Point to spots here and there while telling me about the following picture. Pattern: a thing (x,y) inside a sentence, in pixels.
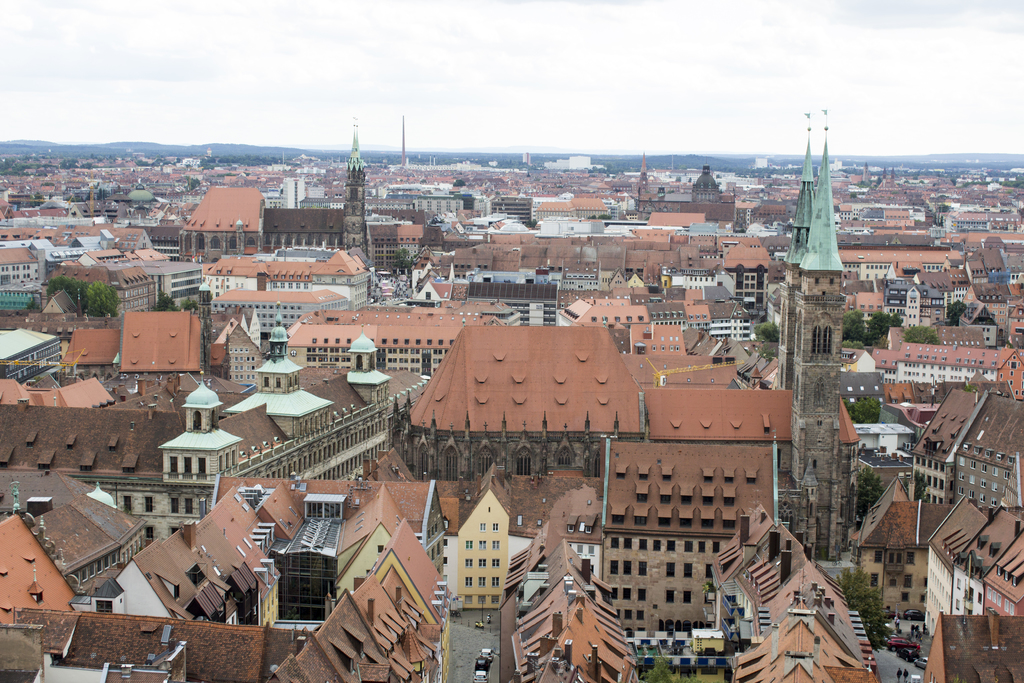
In this picture we can see buildings (845,398), trees (762,337), vehicles (903,643), and few persons (907,675). In the background (458,110) there is sky (727,79).
